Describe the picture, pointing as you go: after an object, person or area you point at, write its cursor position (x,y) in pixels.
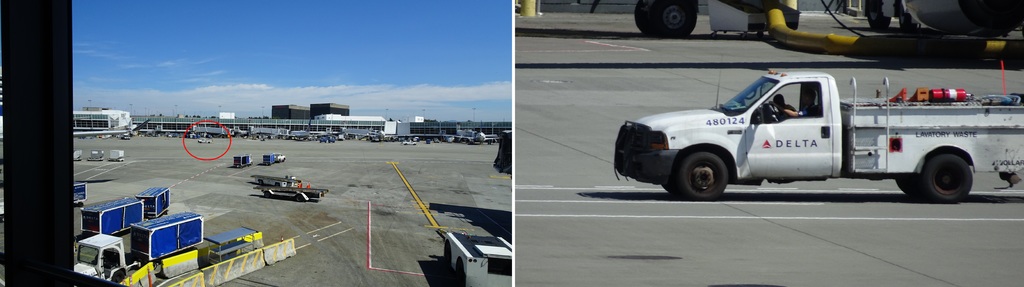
This image is a collage. In the first image we can see vehicles (193,225) on the runway (217,177). In the background (105,125) there is a shed (285,125). At the top (244,58) there is sky (273,32). In the second image we can see a truck (672,117) on the road (715,215). In the background (752,24) there is a vehicle (752,25).
